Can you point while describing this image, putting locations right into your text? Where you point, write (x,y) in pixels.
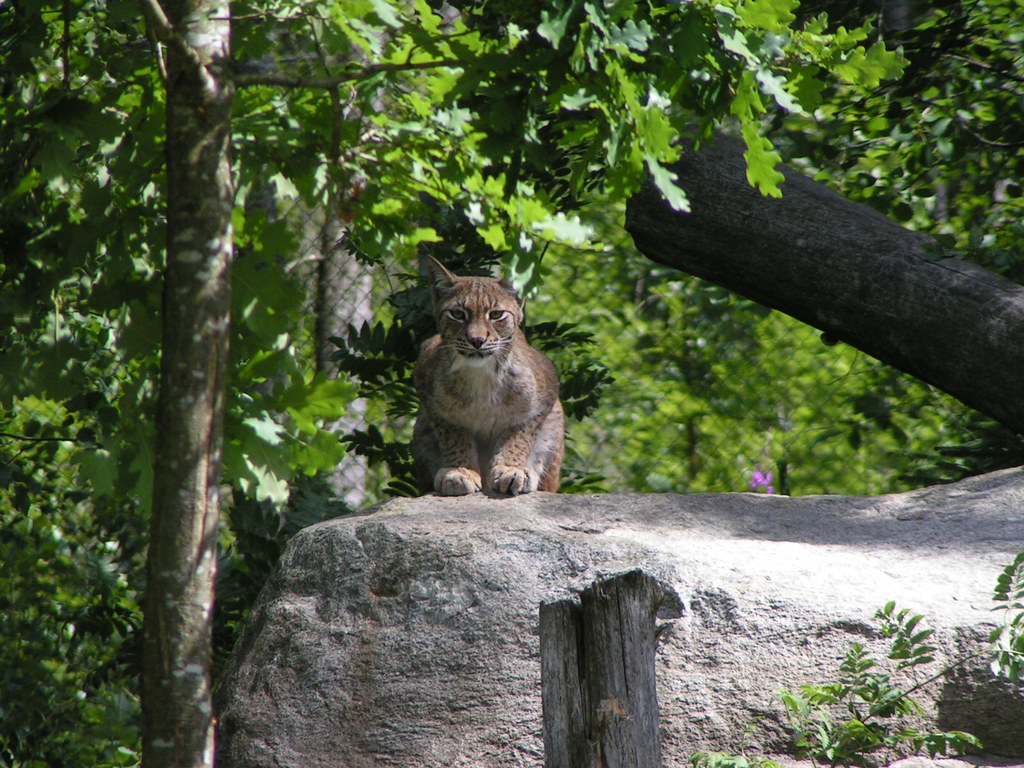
In front of the image there is a wooden pole (577,702). Beside that there are leaves (1017,616). There is a rock (472,507) with an animal (478,413) on it. In the background (383,95) there are trees (869,144) and also there is fencing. On the right side of the image (936,302) there is a wooden pole (769,276).
